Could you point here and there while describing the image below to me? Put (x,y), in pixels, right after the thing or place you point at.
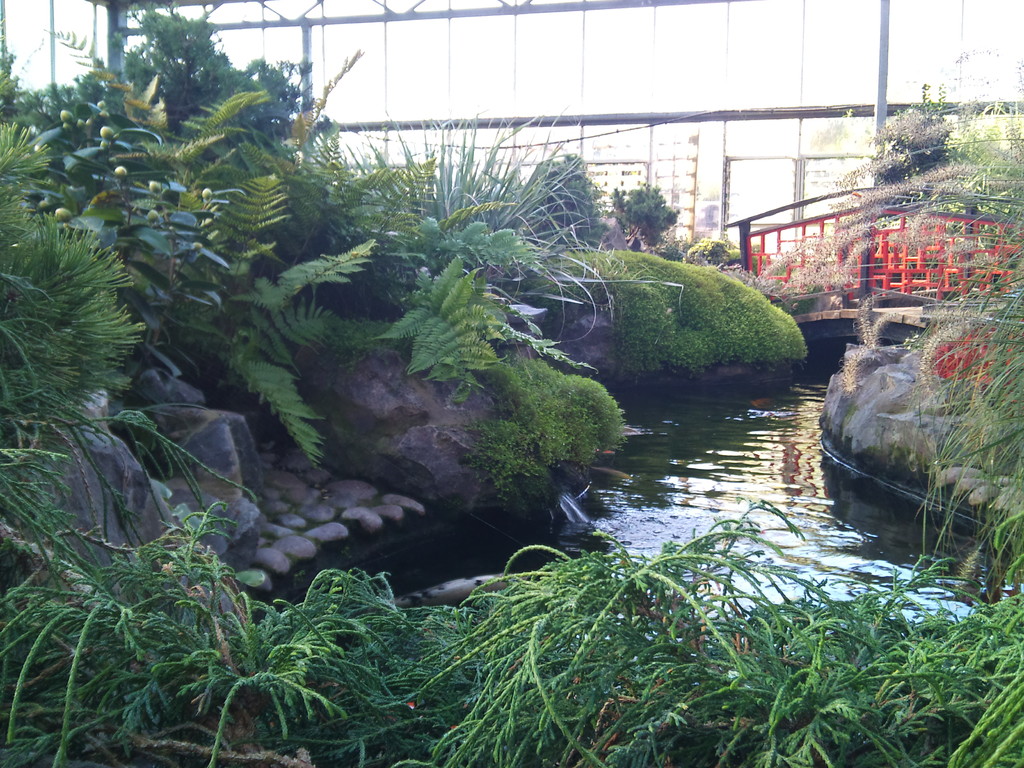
In this picture I can see the water flow (791,465). Beside that I can see the plants (860,759) and grass (1020,424). In the back (763,251) I can see the bridge (784,227). At the top (621,59) I can see the sky (512,32). On the left (86,558) I can see some stones (73,496).
